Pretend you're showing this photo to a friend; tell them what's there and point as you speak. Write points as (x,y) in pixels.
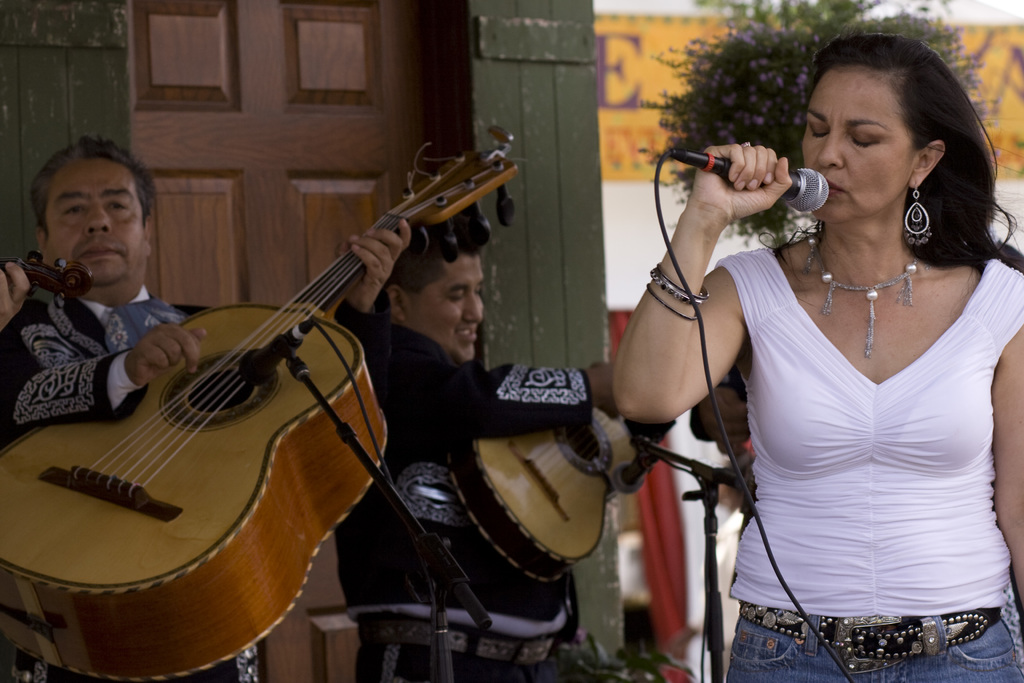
In this image there are group of people (601,377). At the right side of the image (809,271) there is a woman (726,297) standing and holding microphone (734,168) and singing and at the left side of the image (139,197) there person (100,189) standing playing guitar (189,592). The person (430,284) in the middle (448,325) is standing and playing guitar (561,505) and there are microphones (287,353) in the middle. At the back (365,128) there is a door (309,109), at the right (720,66) there is a plant (744,41).
